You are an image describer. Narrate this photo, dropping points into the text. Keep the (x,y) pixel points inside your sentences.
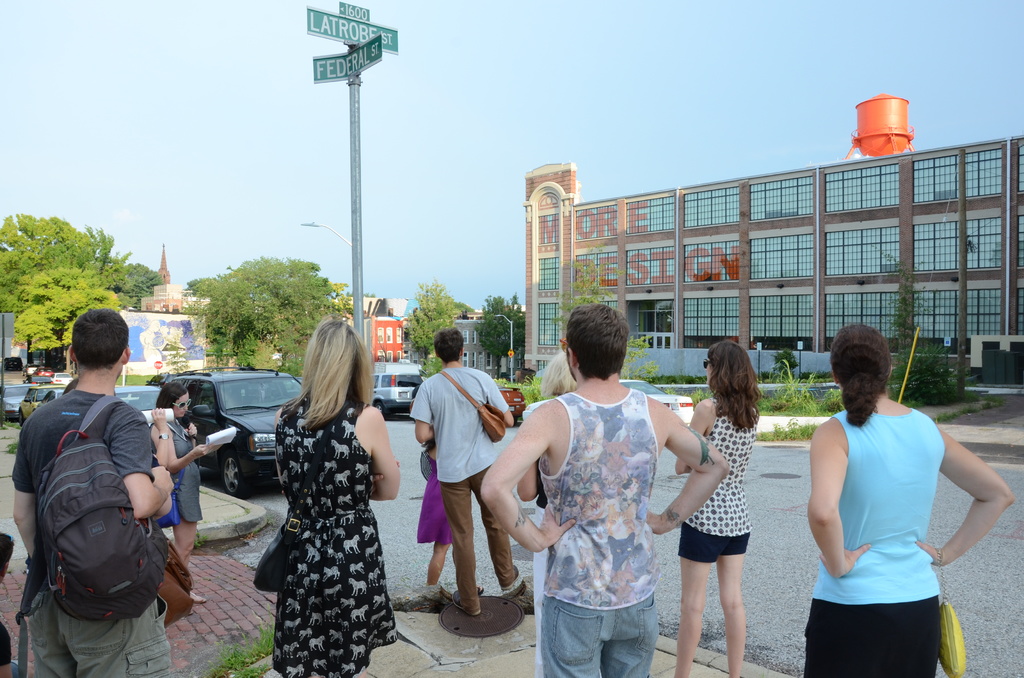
In this image we can see some people (595,466) standing and there are some vehicles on the road (770,533). We can see some buildings (705,297), trees (318,280) and plants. There is a sidewalk (6,486) and a pole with sign boards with some text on it and there is a board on the ground (486,562).
